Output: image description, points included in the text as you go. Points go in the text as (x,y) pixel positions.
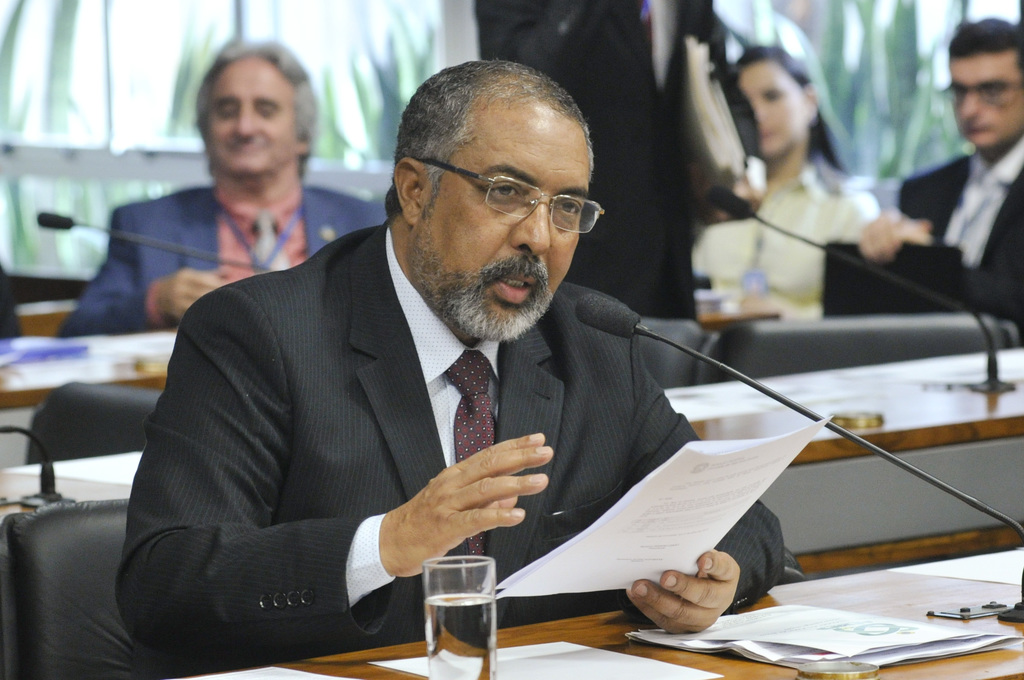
Here in the middle (496,351) we can see a man (265,446) sitting on chair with table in front of him having microphone (608,318) to it and he is having papers (677,568) in his hands (707,558) speaking something and there is a glass (442,564) of water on the table (418,679) and there are some papers (563,641) presented on the table (558,626) and behind him we can see group of people (223,91) sitting.
